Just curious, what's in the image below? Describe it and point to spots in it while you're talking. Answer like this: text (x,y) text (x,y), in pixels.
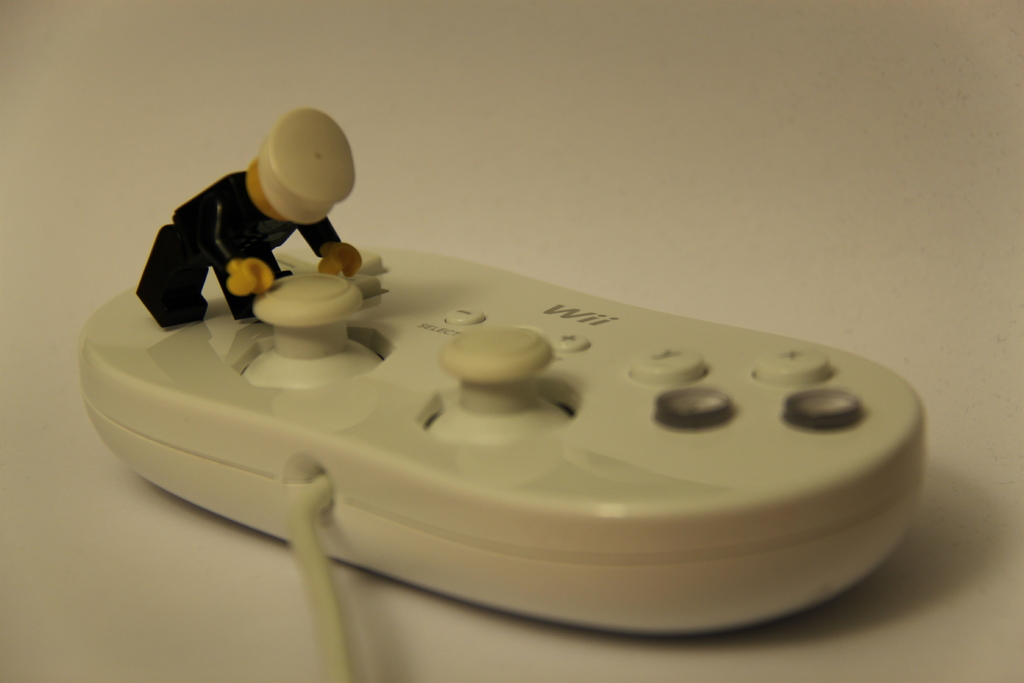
In this image there is a joystick (335,355). On it there is a toy (271,187).
